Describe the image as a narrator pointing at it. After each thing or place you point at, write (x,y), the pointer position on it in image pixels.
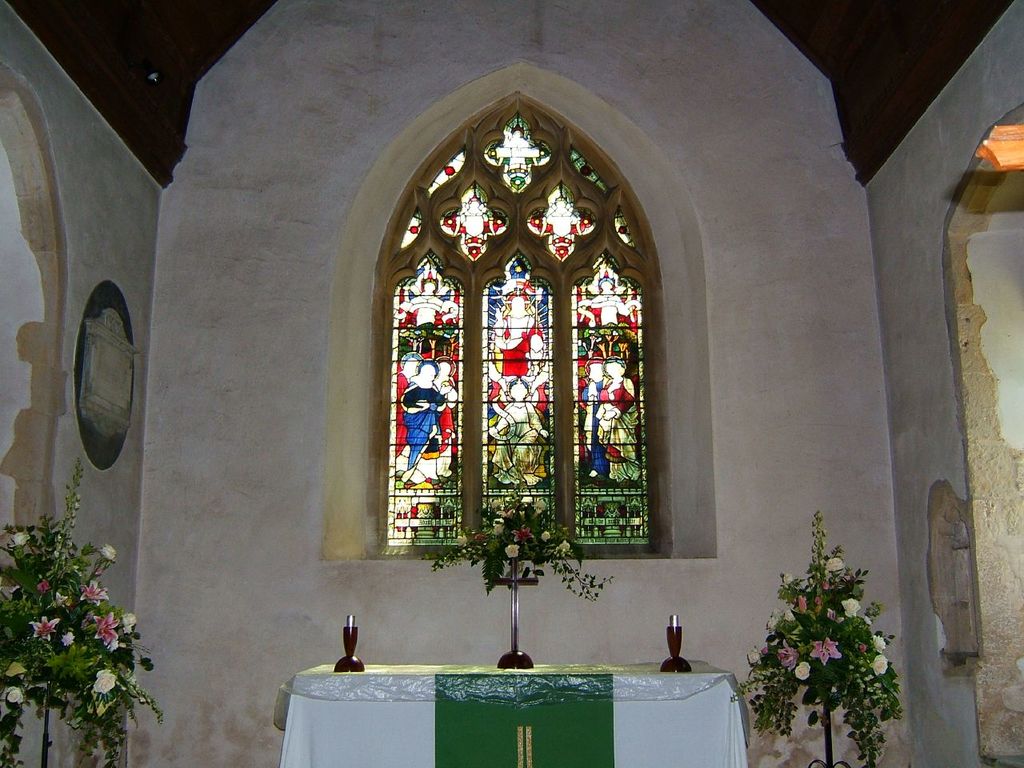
In this image I can see the inside part of the building (444,643). And I can see the table (417,718). To the side of the table (388,719) there are two plants (773,651) with white and pink color flowers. In the back (451,317) I can see the window (469,354) which is colorful.
